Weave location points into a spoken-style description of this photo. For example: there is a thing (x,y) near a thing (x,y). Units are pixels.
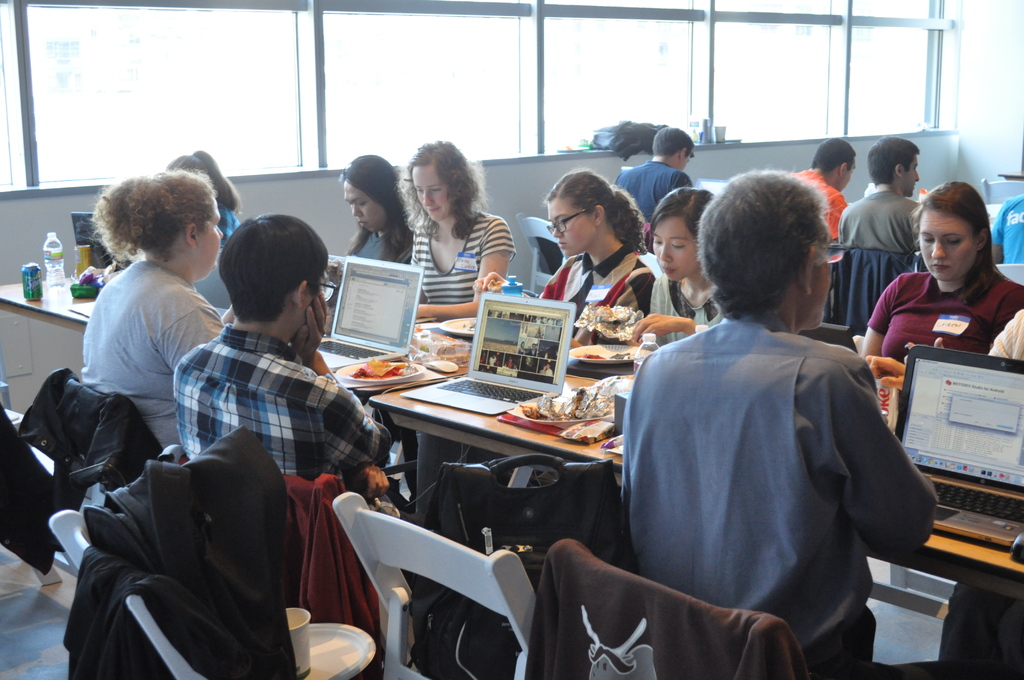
There are groups of people (784,377) sitting on the chairs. These are the bags (513,497), which are placed on the chairs (443,574). These are the tables (452,415) with laptops (831,341), plates (563,420), water bottles (55,274), tins (32,271), food (594,424) and few other things (622,415) on it. I think these are the windows (528,78) with the glass doors (780,69). I can see a bag (616,144) and few other objects (722,129) near the window (594,125).
